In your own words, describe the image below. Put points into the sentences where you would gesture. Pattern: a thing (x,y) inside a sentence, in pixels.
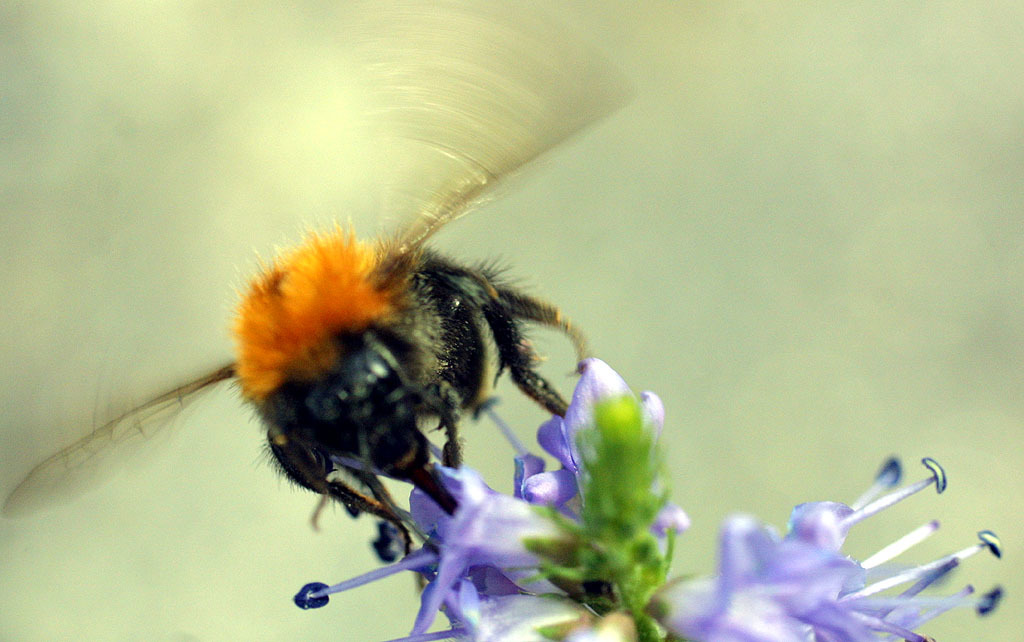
In this picture I can see there is a bee (430,489) sitting on the flower (839,553) and there are buds (589,491) and the backdrop (805,332) is blurred.
